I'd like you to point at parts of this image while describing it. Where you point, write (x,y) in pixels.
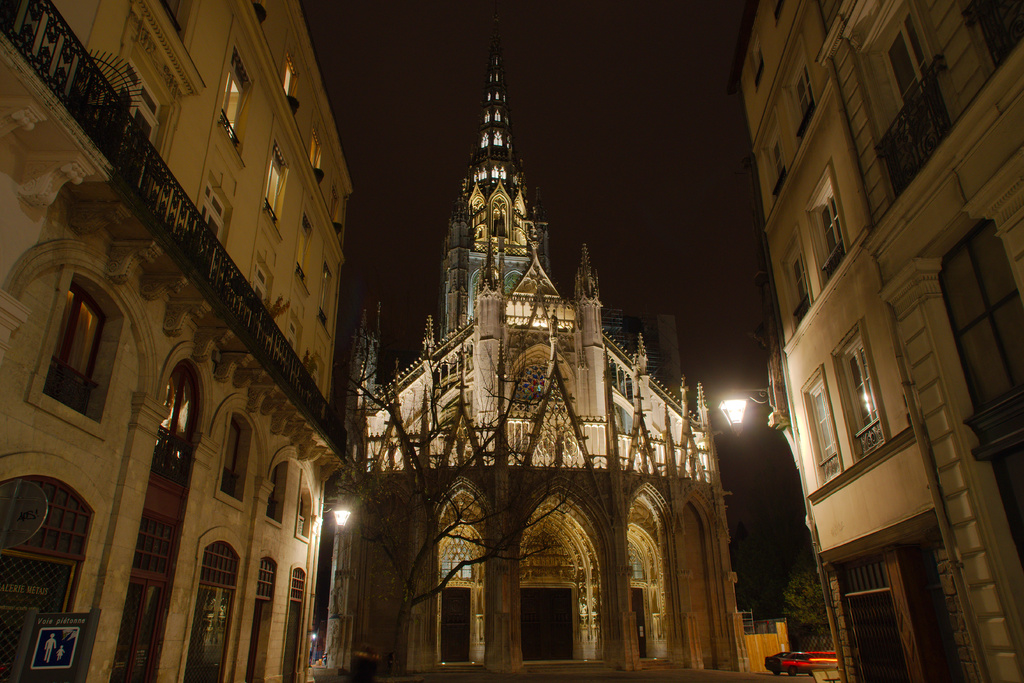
In this picture I can see a tree (424,542) in the middle (483,449), there are buildings (862,357) and lights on either side of this image. I can see a vehicle (812,665) on the right side (814,652), in the bottom left hand side (64,660) there is a board (52,663). At the top (617,180) there is the sky (603,172).
